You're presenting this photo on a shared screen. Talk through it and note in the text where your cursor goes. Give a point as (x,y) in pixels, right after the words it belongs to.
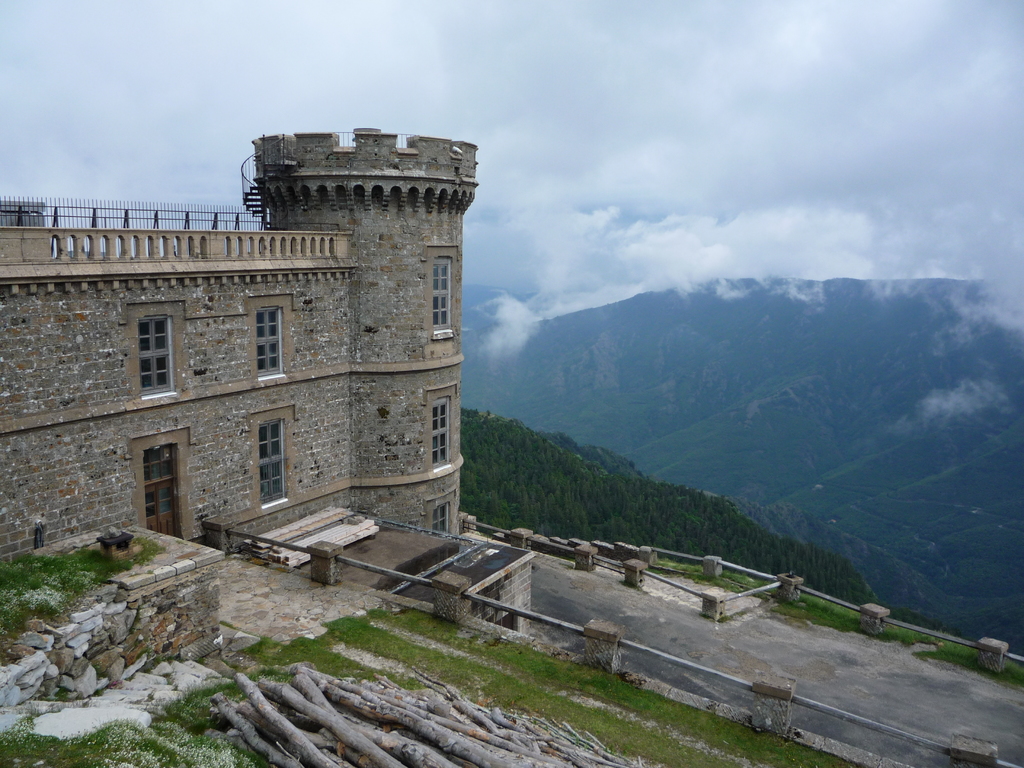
In this image we can see a building (334,473), there are some plants (71,568), wooden sticks (337,712), trees (618,485), fence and the mountains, also we can see the sky (758,79) with clouds (754,86).
